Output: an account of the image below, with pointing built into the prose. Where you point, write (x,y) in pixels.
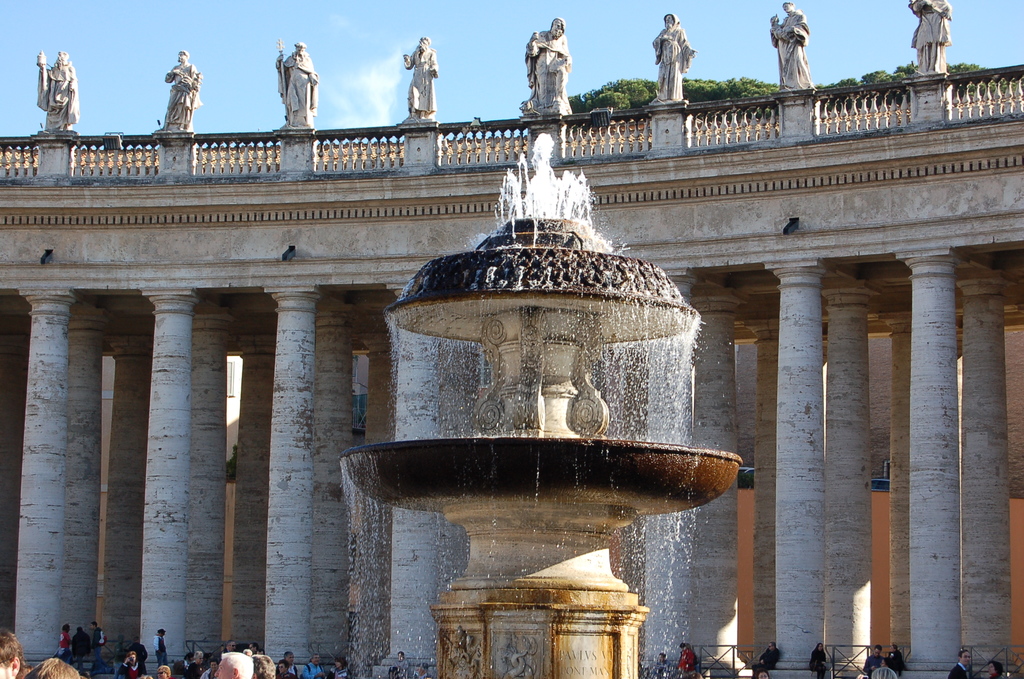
In this picture we can see a fountain (604,402), water (569,209), pillars (206,456), statues (176,81), trees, some objects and a group of people (254,677) and in the background (313,38) we can see the sky (313,38).
